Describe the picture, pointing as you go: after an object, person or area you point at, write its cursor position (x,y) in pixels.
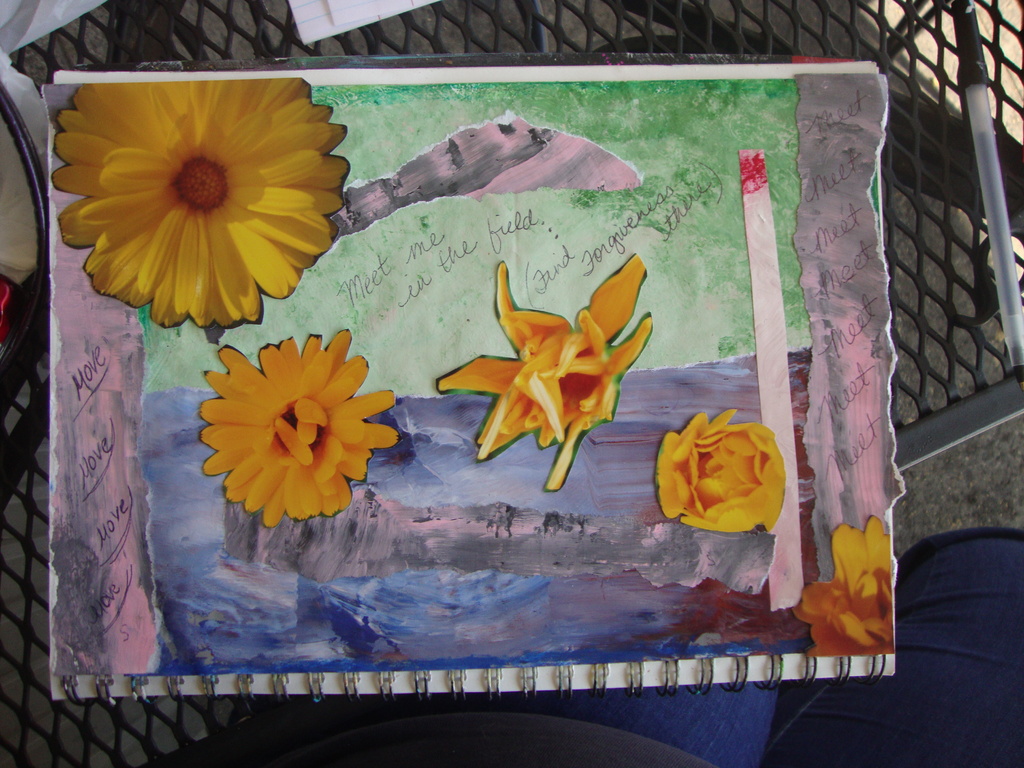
In this picture we can see a paper (690,421) in the front (681,395), there is a painting (651,391) of flowers (766,501) and some text (432,239) on the paper (564,242), on the right side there is a pen (993,236), it looks like a person's legs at the bottom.
